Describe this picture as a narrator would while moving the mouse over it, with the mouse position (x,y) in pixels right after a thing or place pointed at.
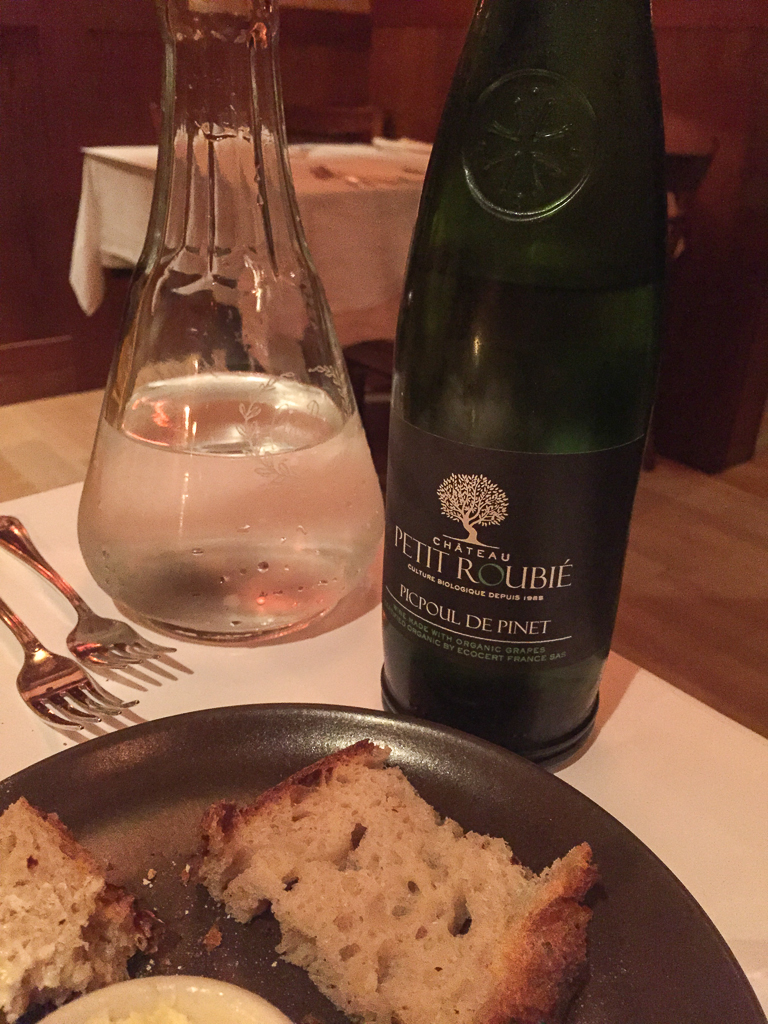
In the given image we can see a plate (123,744), bottle (454,393), forks (120,629) and a table (607,722). There is a food (281,924) in a plate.
